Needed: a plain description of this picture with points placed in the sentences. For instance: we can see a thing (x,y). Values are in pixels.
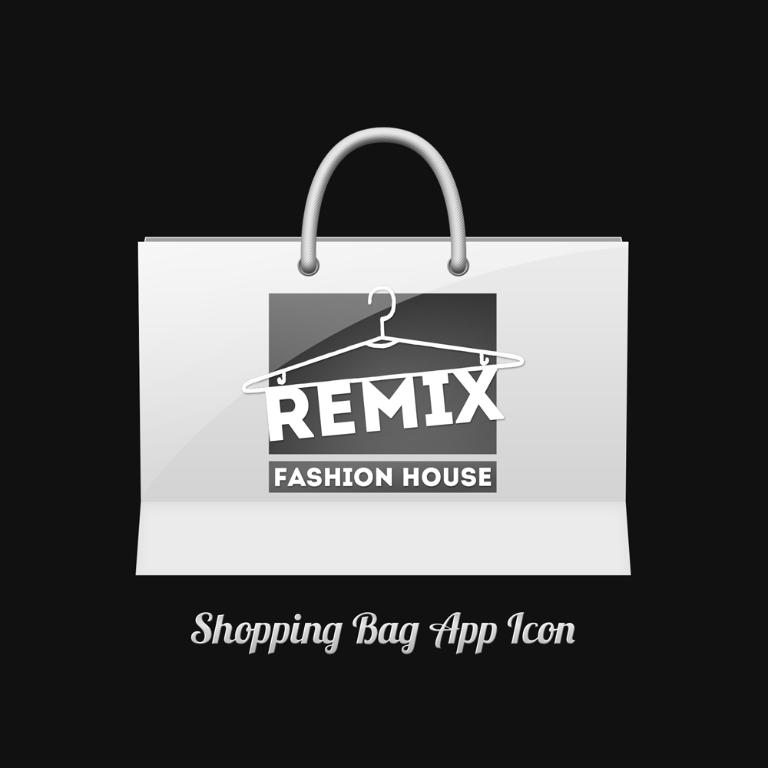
This is an animated picture. I can see a bag (481,534) and there are words (287,637), and there is dark background (231,47).
